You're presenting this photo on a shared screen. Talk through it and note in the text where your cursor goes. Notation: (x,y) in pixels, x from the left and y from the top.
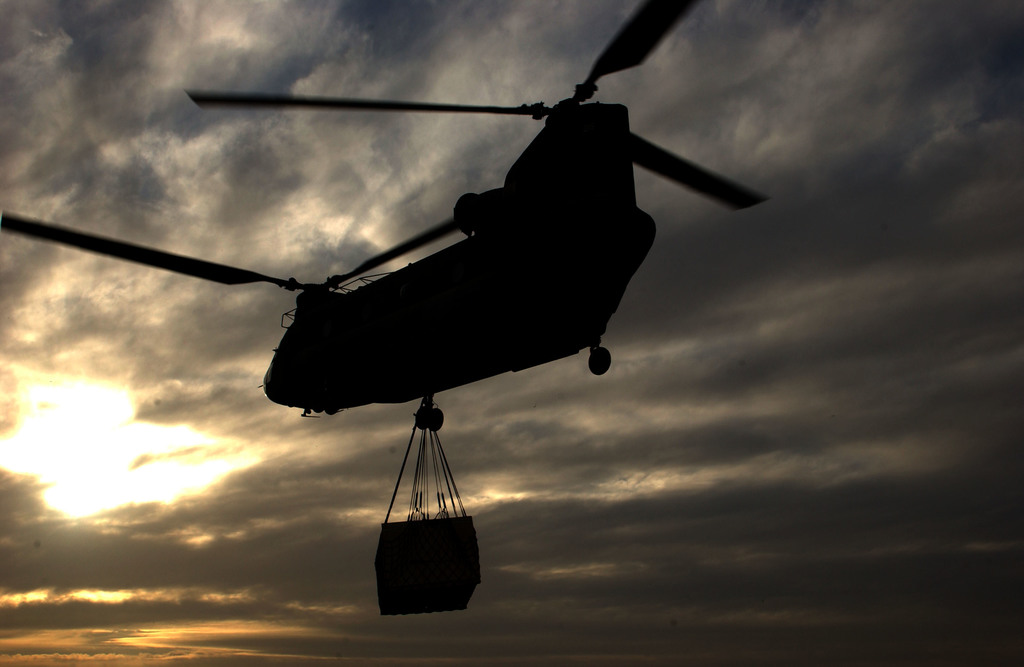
In this image we can see a cloudy sky (855,342). There is an aircraft (532,301) in the image. An aircraft (432,316) is carrying an object (454,553) in the image. There is a sunshine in the image.
